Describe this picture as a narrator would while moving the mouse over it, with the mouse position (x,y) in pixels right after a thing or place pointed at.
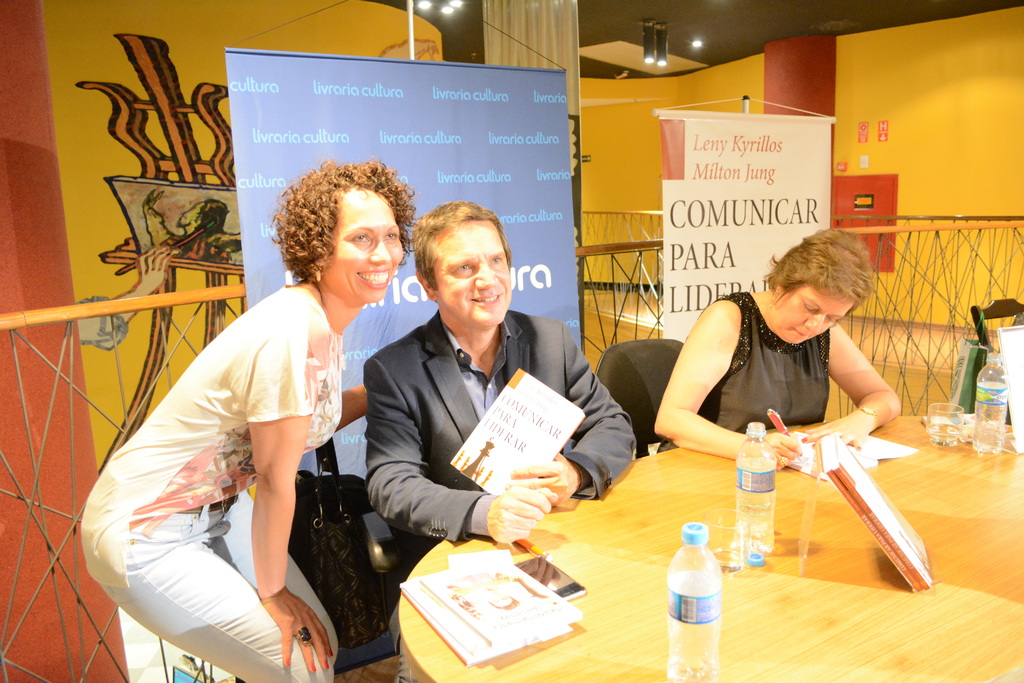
In this image on the left side (237,451) there is one woman (236,486) who is standing and she is smiling beside that woman (253,446) there is one man (461,247) who is sitting on a chair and he is smiling. Beside that man (535,347) there is another woman (800,364) who is sitting on a chair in front of them there is one table (744,625), on that table (660,604) there are some books (509,603), bottles (714,630), and pens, glasses (941,426) are there. On the top (921,44) there is wall (909,41) and in the middle of the image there is pole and one poster (514,118) is there and on the top of the image (630,32) there is ceiling (596,26) and lights (647,38).
